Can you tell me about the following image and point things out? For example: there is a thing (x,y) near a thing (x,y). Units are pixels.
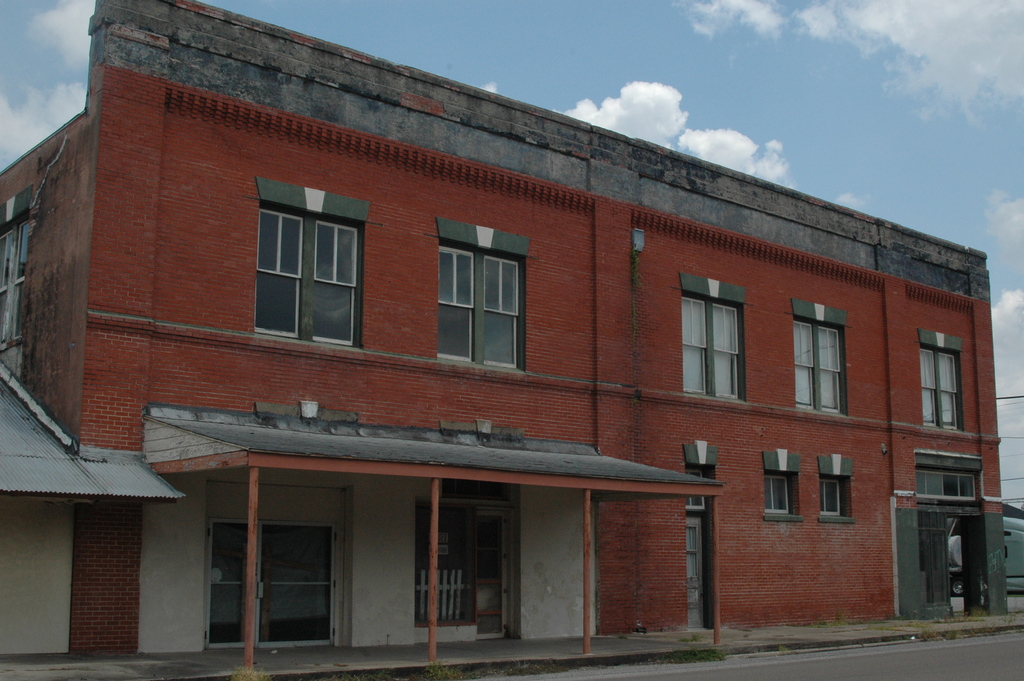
In this image we can see a building (476,361), there are some windows (723,386), wires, poles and a vehicle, in the background (617,42) we can see the sky (705,44) with clouds (760,23).
